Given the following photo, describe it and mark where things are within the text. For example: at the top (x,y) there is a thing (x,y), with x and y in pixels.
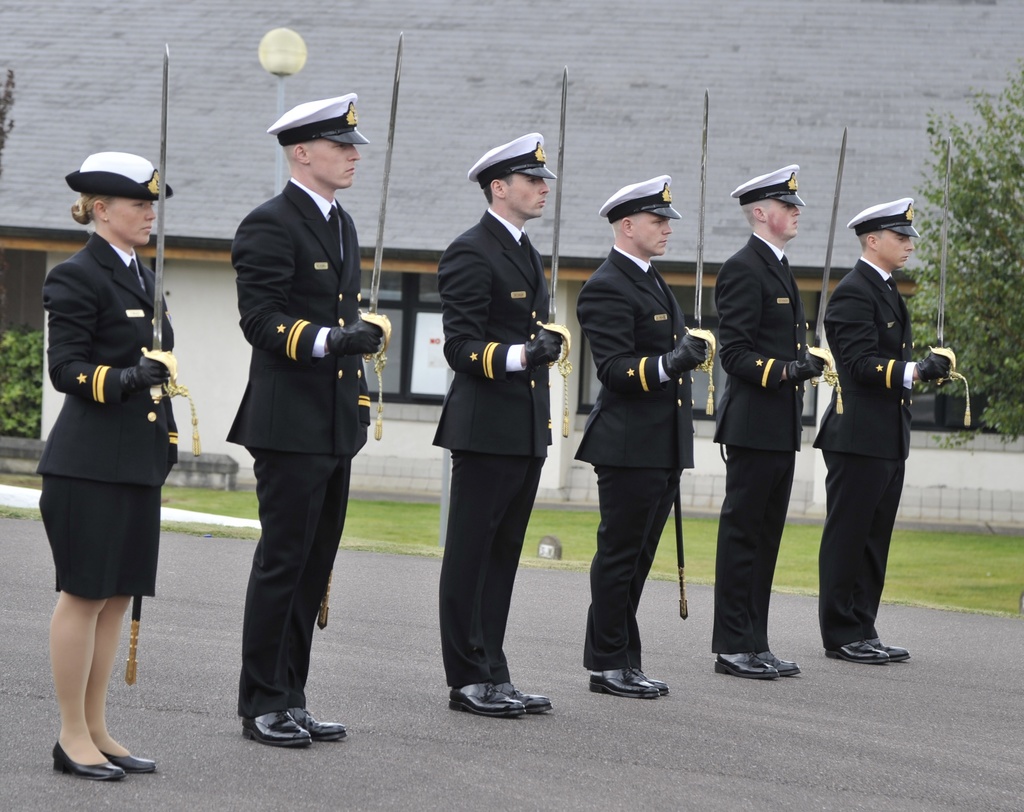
In the picture we can see five men (310,256) and one woman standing with naval uniforms (275,404) which are black in color with caps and holding swords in their hands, and beside them, we can see a grass surface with a part of the house (245,72) with windows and glasses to it and beside the house (930,248) we can see some plants (962,265) and on the house (261,193) we can see a pole (276,78) with a lamp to it.
